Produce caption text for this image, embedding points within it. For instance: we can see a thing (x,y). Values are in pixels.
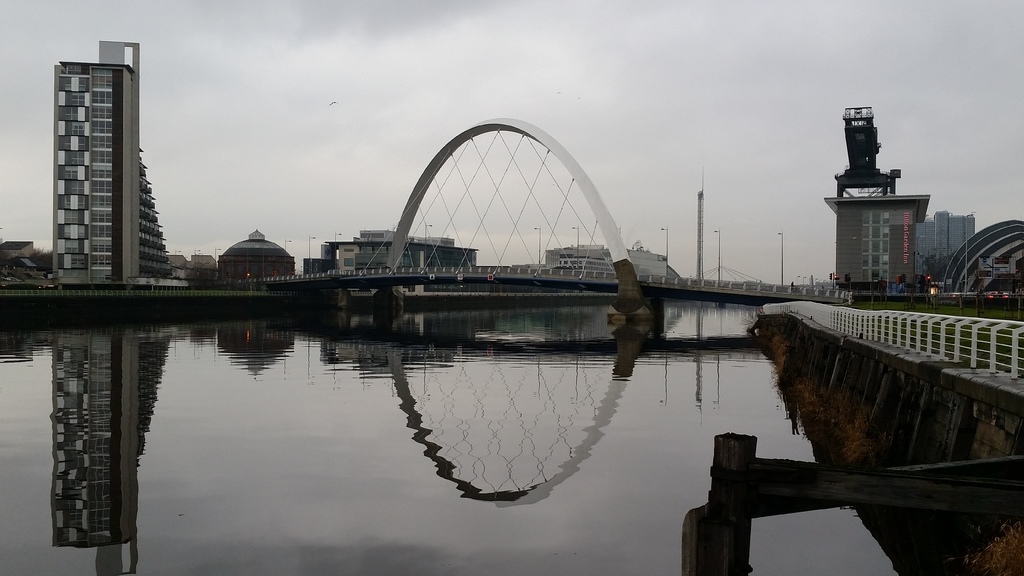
In this picture I can see the water (411,358) in front (18,384) and in the middle of this picture (451,256) I see number of buildings (878,232) and I see a bridge (664,287). In the background (238,123) I see the sky (593,82) which is a bit cloudy and I see few poles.
